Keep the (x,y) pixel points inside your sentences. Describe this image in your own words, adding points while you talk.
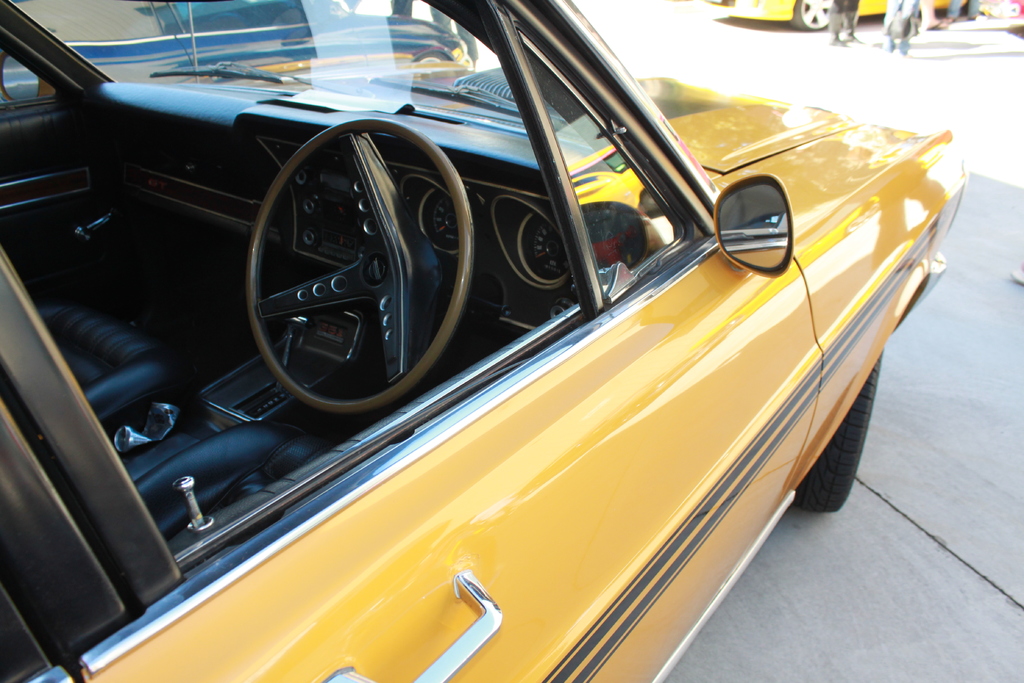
In this image I can see a yellow colour car (519,289) in the front (600,400). In the background (839,10) I can see legs (891,38) of people (901,14) and one more car (799,21). In the front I can see seats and a steering (375,184) of the car (308,186).
